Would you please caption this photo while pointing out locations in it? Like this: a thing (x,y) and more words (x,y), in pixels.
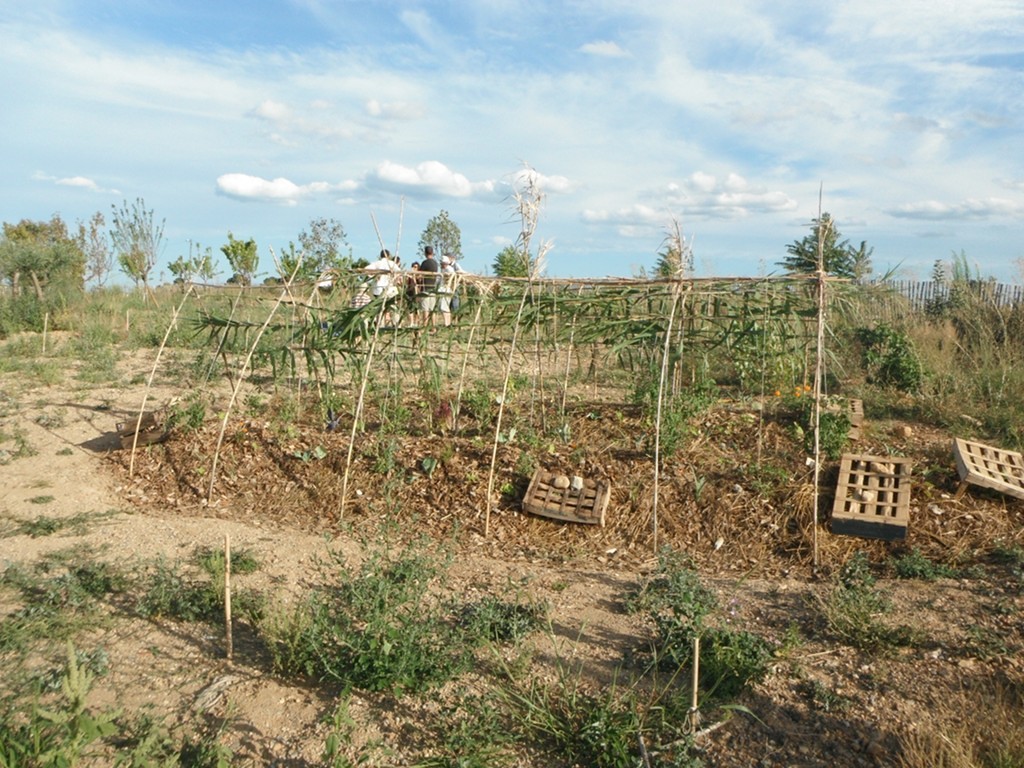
In this image, we can see few trees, plants (199,746), sticks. Here we can see a group of people (416,299) are standing on the ground (442,342). Top of the image (518,26), we can see a cloudy sky (514,204).
